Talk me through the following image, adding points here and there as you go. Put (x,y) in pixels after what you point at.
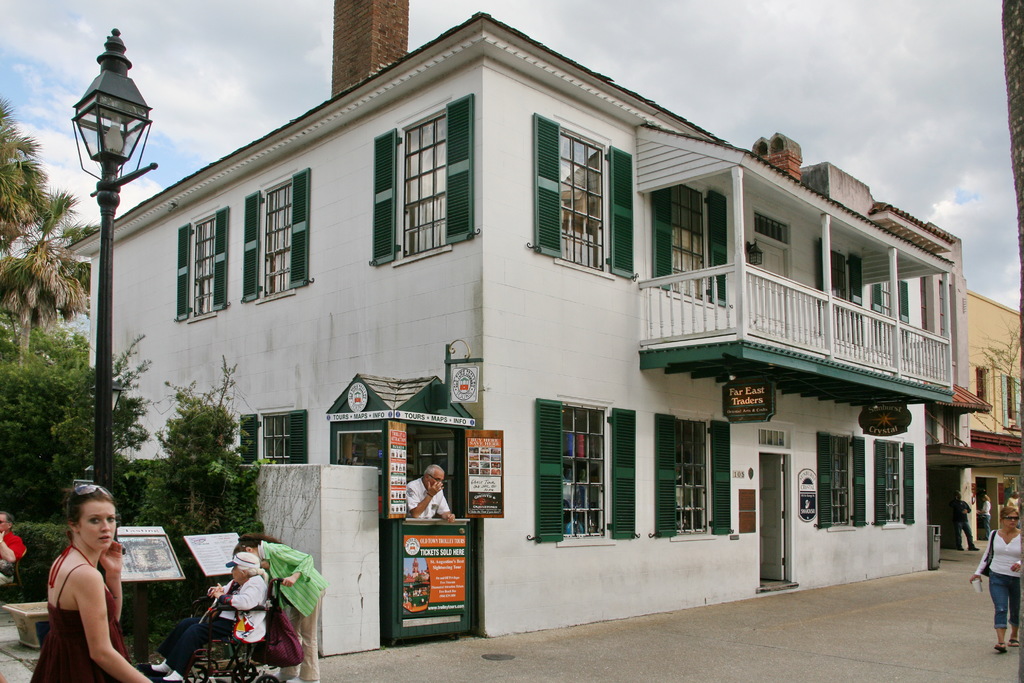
In this image I can see few people (312,610) with different color dresses (317,622). I can see one person (185,640) sitting on the wheelchair (194,603). To the left (144,604) I can see light pole (108,317) and the boards (162,574). In the background (575,190) can see the trees (24,321) and there are windows (694,268) to the building (522,156). I can also see the sky (306,85) in the back (306,85).
